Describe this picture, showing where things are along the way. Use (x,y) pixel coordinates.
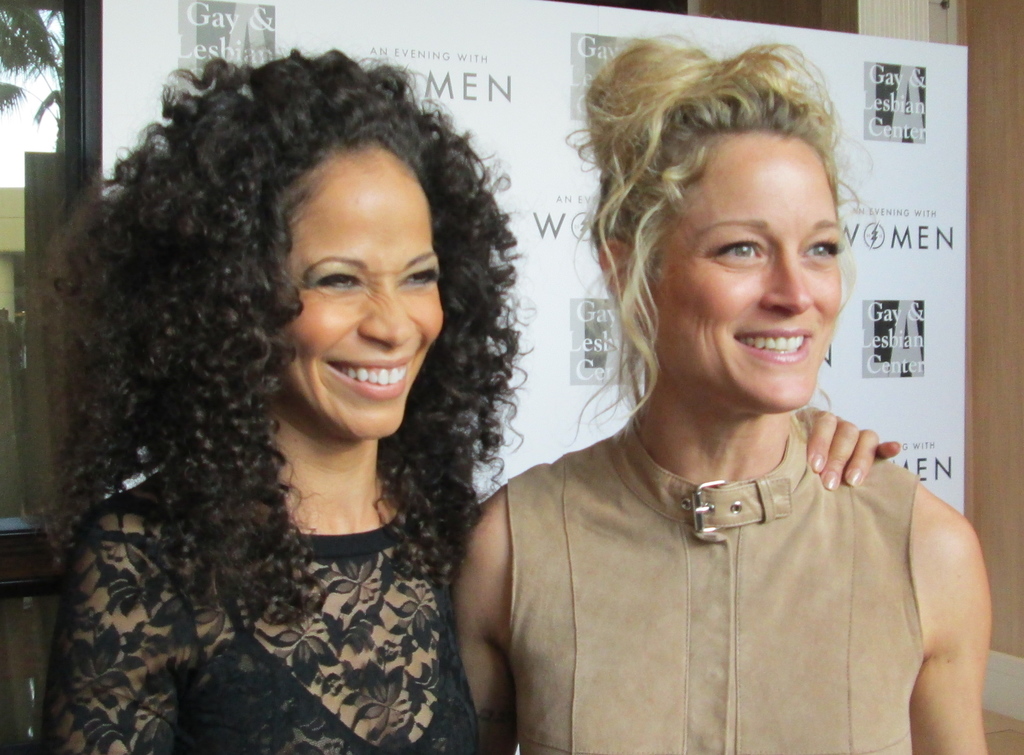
In this image there are two women (503,516) standing with a smile on their face (702,242), behind them there is a banner (520,262) with some text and a glass window (41,363).
